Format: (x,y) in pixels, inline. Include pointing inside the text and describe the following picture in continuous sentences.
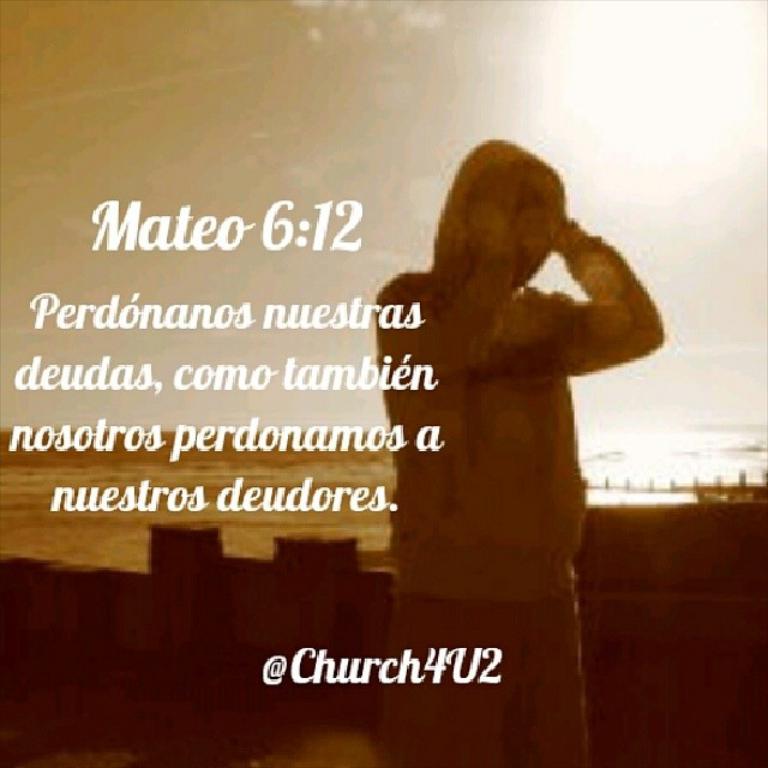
This image consists of a person (417,479) and there is something written on the left side (131,506). This looks like an edited image.
